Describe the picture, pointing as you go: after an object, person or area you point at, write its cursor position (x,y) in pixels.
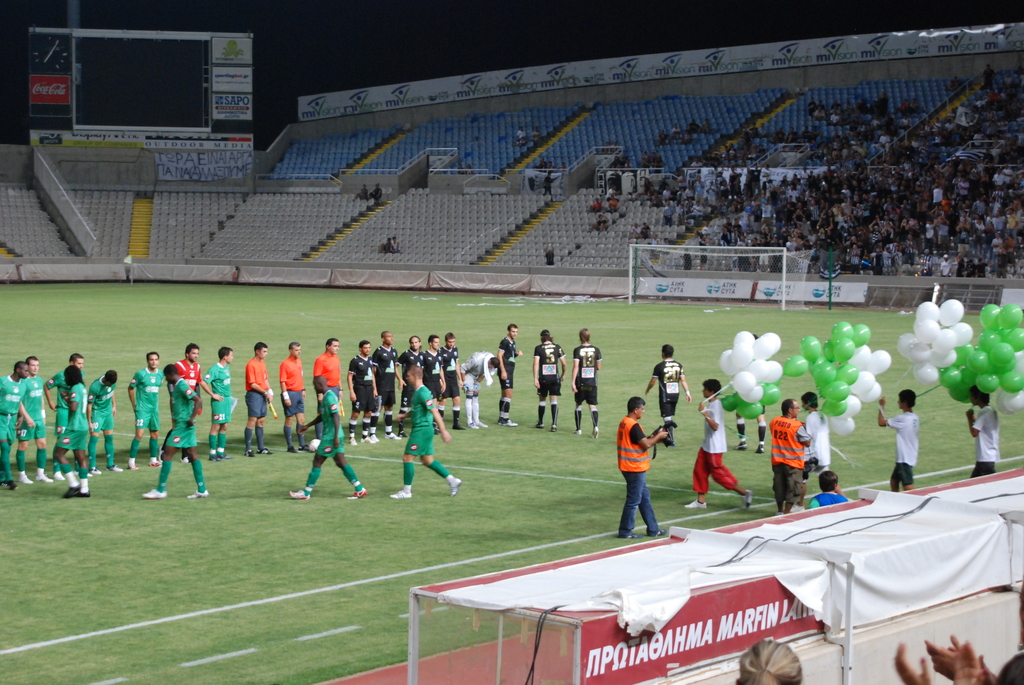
Here we can see group of people (789,421) on the ground (370,471) and they are holding balloons (853,418). Here we can see cloth (655,610), boards (673,636), and a mesh (735,294). In the background (965,187) we can see group of people (813,180) sitting on the chairs (478,229) and there is a screen (184,86).
